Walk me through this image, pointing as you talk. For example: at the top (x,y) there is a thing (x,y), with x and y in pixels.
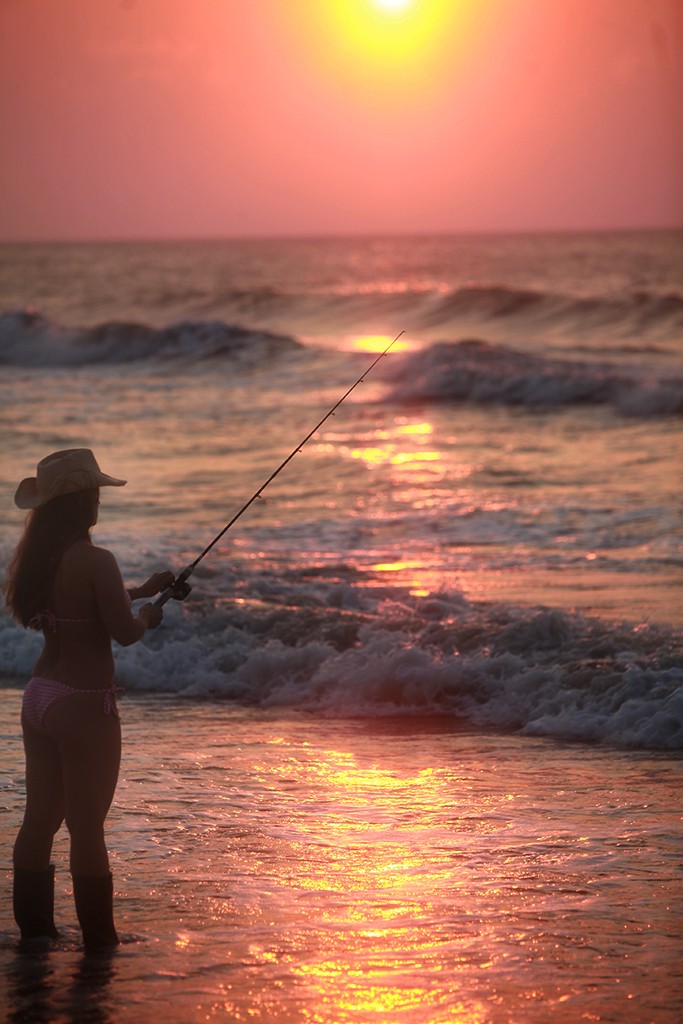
In the image on the left (68,741), we can see one person (109,687) standing and holding fishing rod (191,568). In the background (206,526), we can see the sky (381,36), sun (410,3) and water (342,239).
